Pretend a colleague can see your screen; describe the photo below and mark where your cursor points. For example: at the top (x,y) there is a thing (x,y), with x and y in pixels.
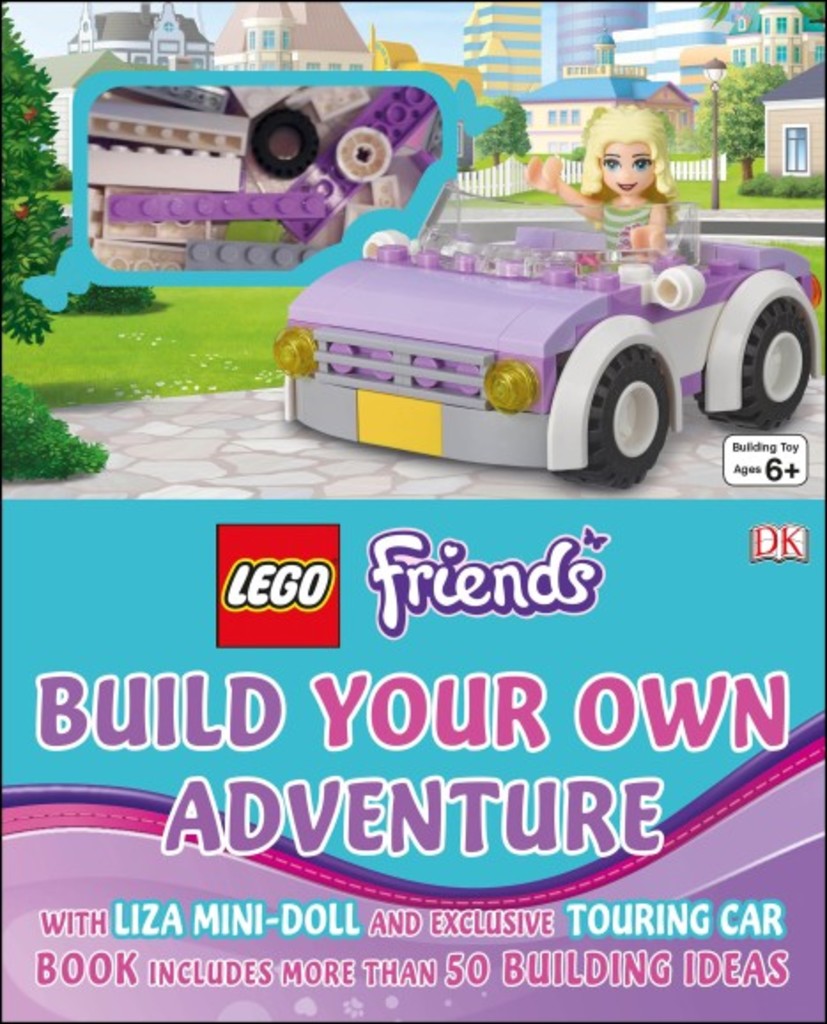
In this picture I can see there is a car (591,423) and there is a doll (638,232) sitting in the car (642,273) and in the backdrop (20,30) I can see there are trees (36,344) and plants (2,383). There is something written here.
